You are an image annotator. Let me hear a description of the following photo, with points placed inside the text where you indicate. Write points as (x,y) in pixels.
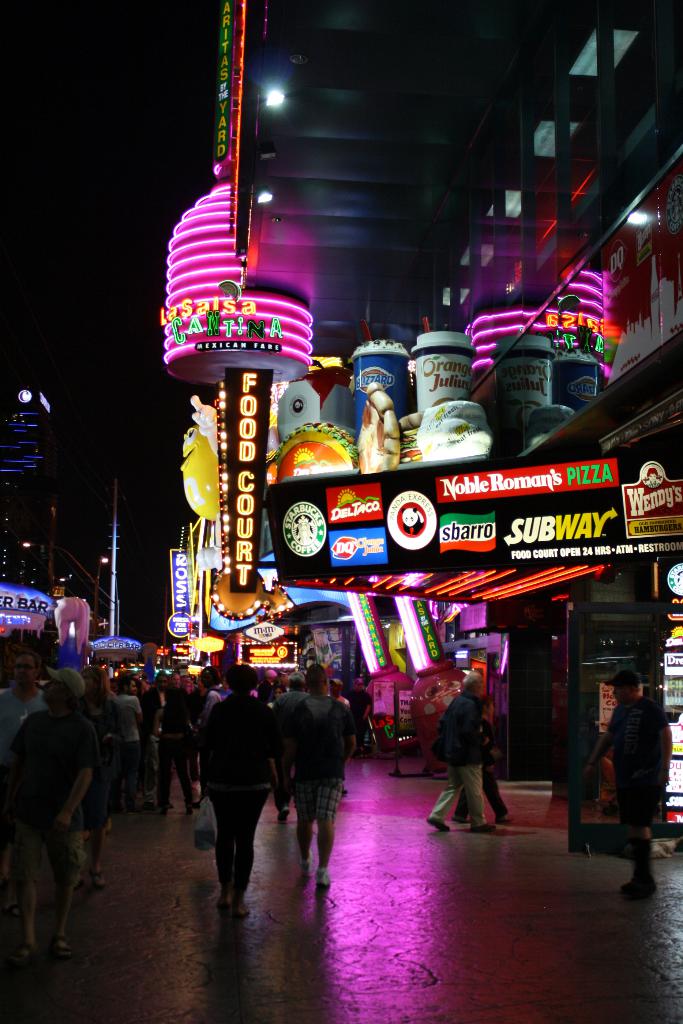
In this image we can see the night view of the street (675,898) and we can see some people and there are some buildings (450,98) and we can see some boards (541,542) with the text (253,430) and at the top (202,118) we can see the sky (22,36).
